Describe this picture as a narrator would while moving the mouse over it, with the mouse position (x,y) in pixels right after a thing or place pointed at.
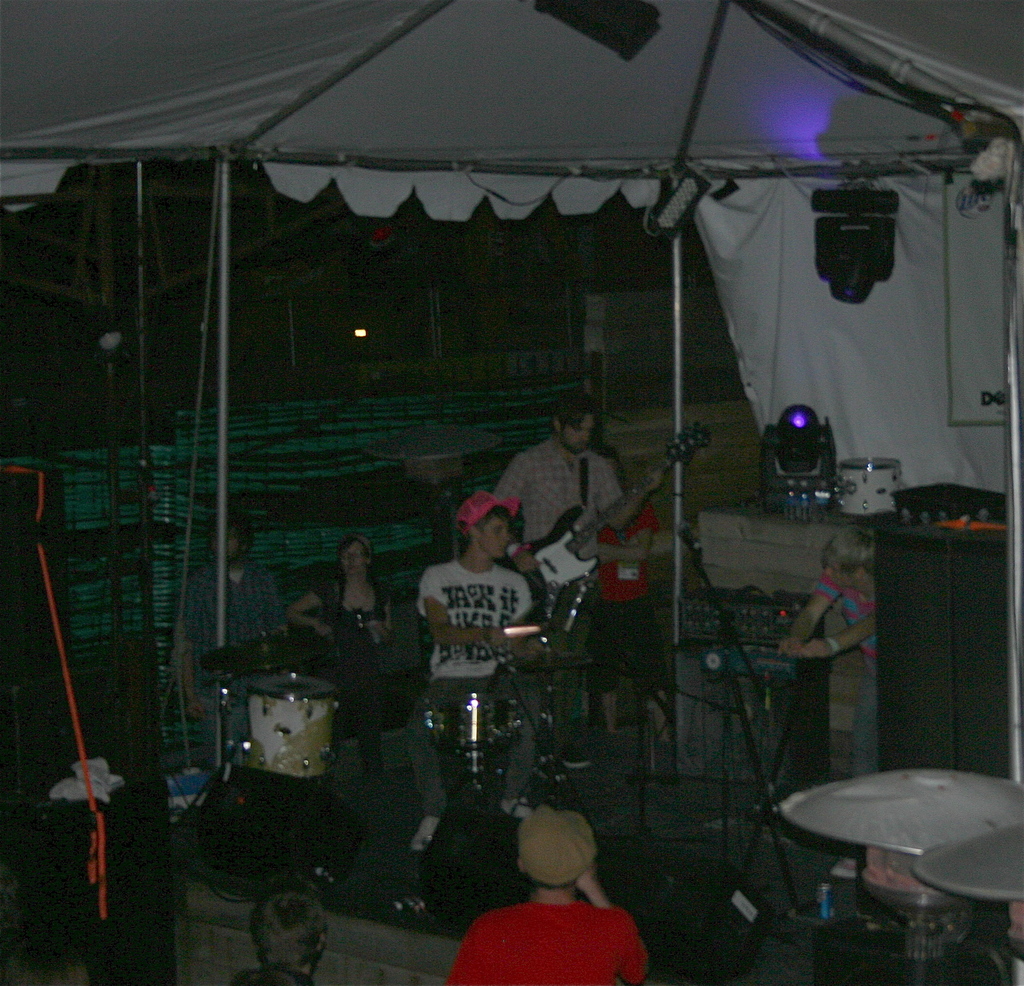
In this image, at the top (657,142) there is a tent (934,285) inside that there are some people (568,687), musical instruments (475,755) and speaker (726,702). On the right (876,276) there is a light (827,426).
